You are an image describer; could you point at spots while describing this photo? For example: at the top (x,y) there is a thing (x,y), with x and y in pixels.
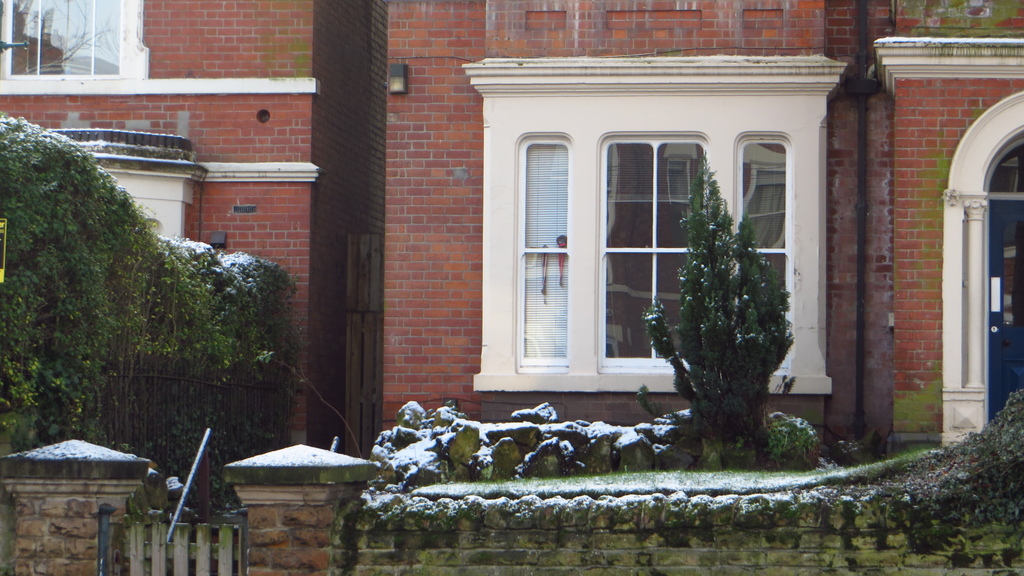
In this image we can see buildings (588,52), windows (629,264), pipelines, creepers (88,182), pillars (325,478), trees (703,226), rocks (520,462) and snow (181,483).
